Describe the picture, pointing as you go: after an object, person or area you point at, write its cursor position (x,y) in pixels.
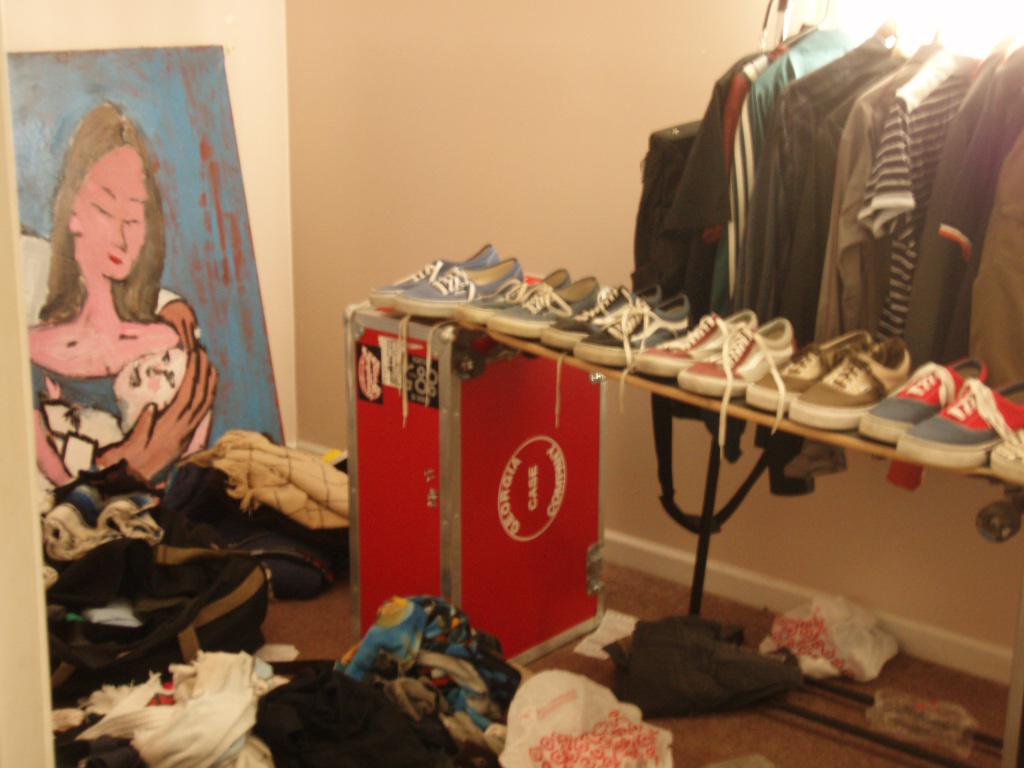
In this image I can see there are few clothes (835,124) arranged at right side (973,113), there is a light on right side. There are clothes (201,704) on the floor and there is a painting (240,232) at left side (27,119).
